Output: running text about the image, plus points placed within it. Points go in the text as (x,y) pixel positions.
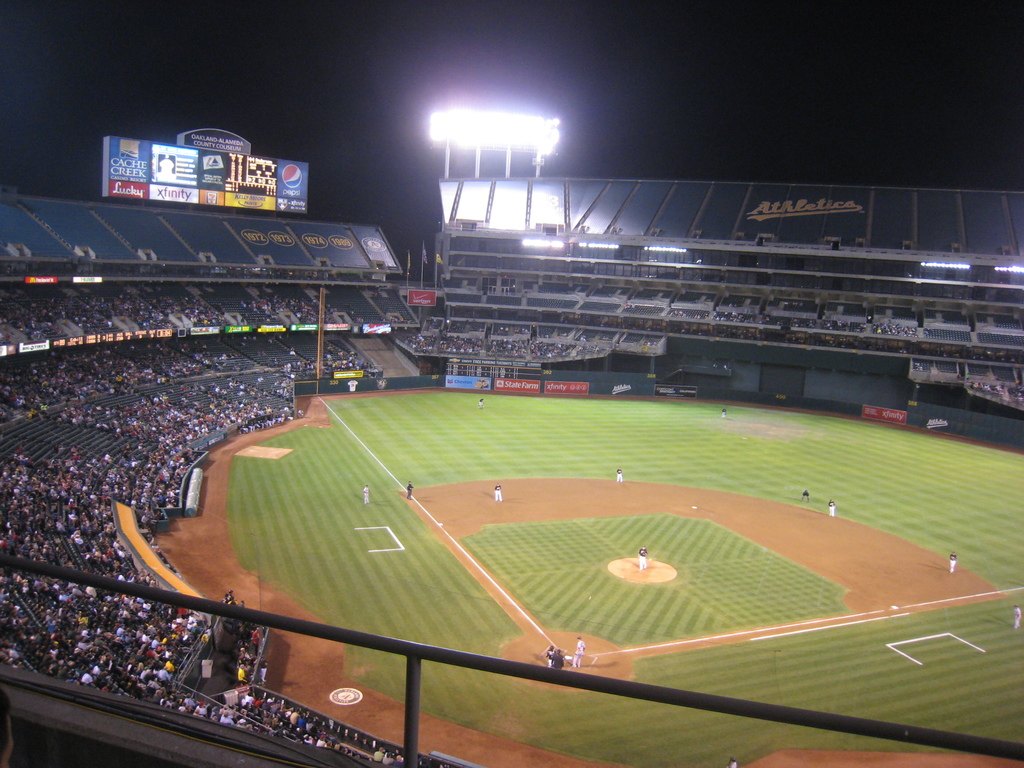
In the image we can see there is a stadium (615,528) and there are people (807,499) standing on the ground (519,455). The ground (491,500) is covered with grass (738,477) and there are spectators (74,489) sitting on the stadium pavilion (186,407). There are lightings (510,149) on the top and there are hoardings (238,182).
